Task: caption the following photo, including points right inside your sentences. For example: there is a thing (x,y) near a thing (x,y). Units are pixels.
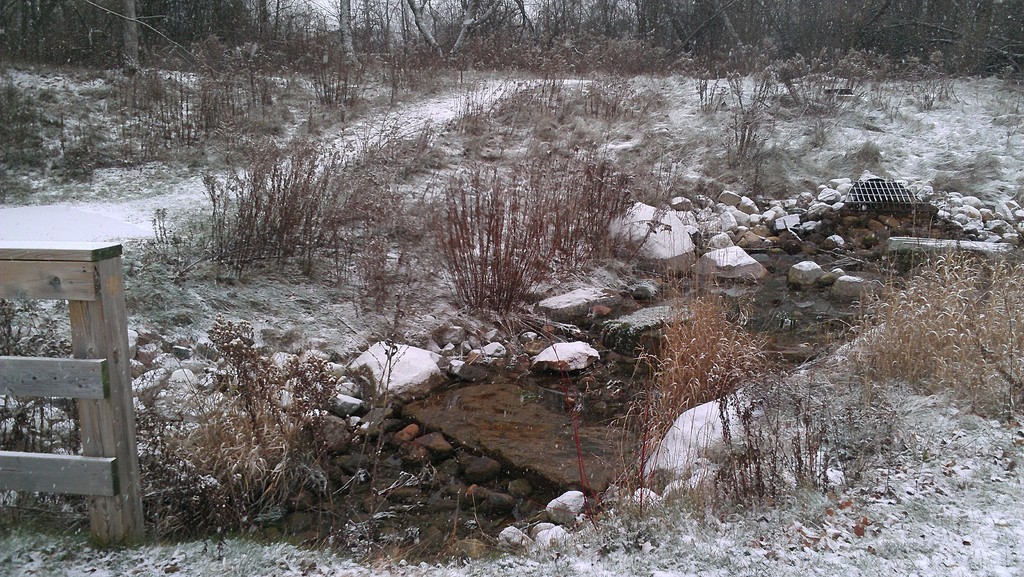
In the image I can see a place (206,236) where we have a fencing (75,255) and also I can see some rocks (682,263), stones (668,264) and some plants (564,201) around.
